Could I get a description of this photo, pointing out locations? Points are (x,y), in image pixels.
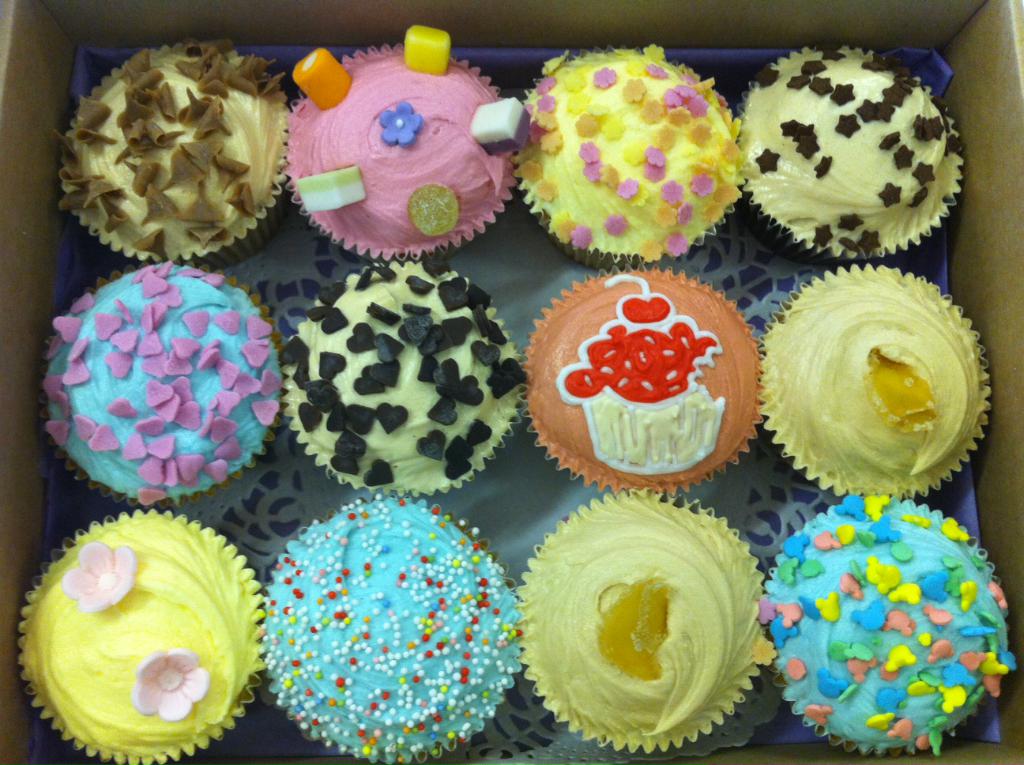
In this picture there are cupcakes (253,220) of different varieties. The cupcakes (74,326) are in a box (197,13).
